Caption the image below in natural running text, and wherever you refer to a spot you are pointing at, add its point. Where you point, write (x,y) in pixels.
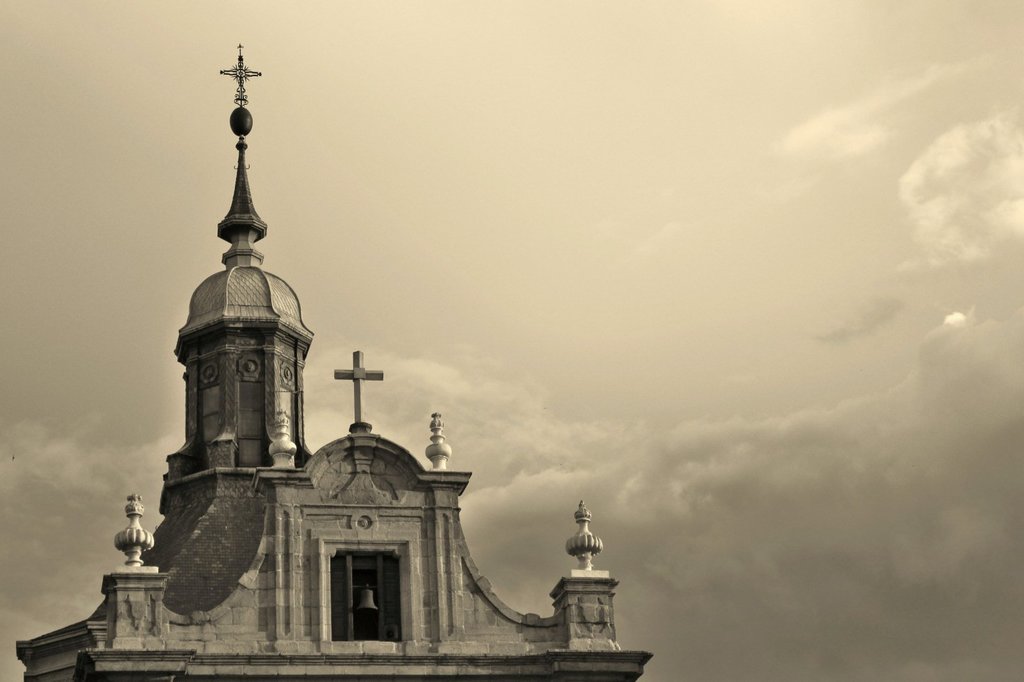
In the picture there is a roof (214,316) of a church (221,294), there is a bell (364,601) at the middle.
